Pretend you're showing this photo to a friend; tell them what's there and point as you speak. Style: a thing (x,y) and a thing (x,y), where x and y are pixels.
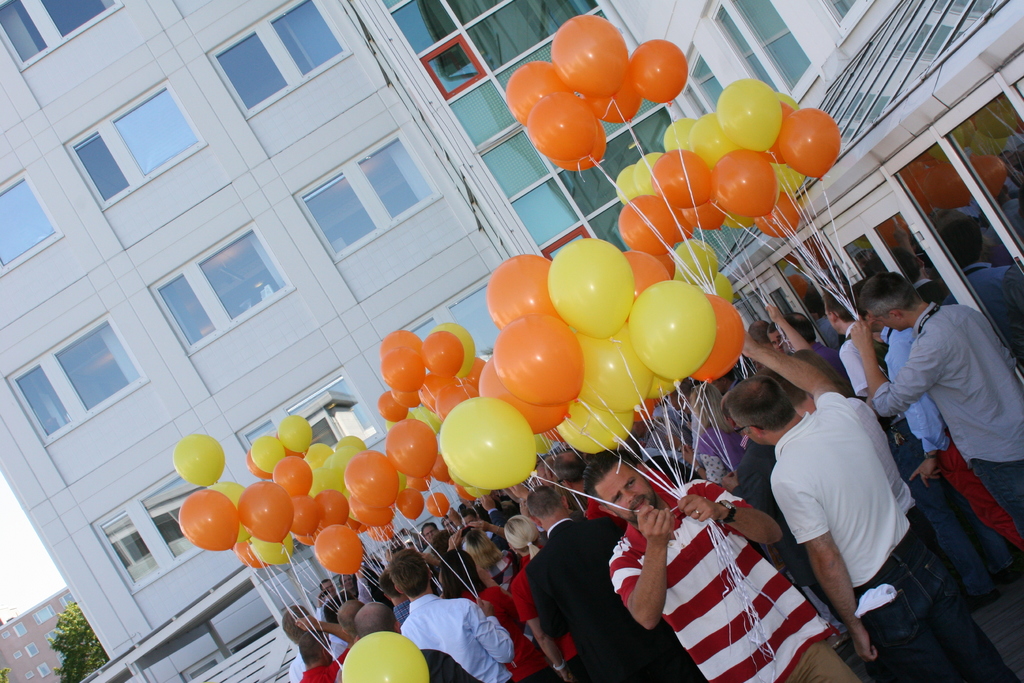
In this picture I can see group of people (609,490) standing and holding the balloons (664,263), and in the background (316,77) there are buildings (129,636), trees (79,622) and sky (39,566).
